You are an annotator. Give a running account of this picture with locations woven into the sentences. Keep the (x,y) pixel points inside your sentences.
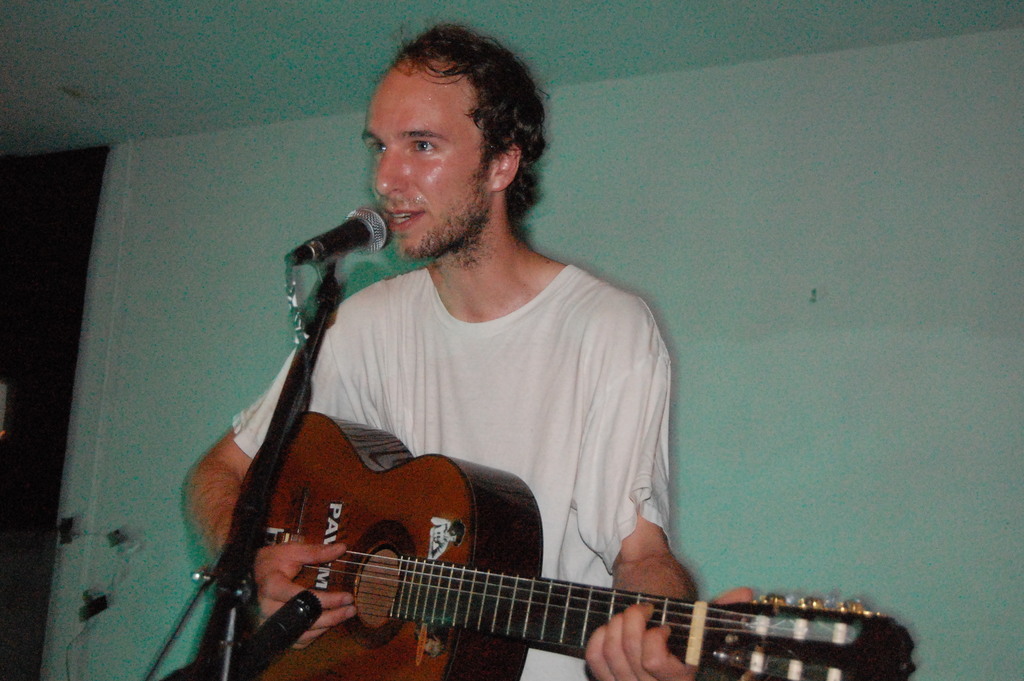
This picture shows a man (428,218) holding a guitar (388,560) in his hands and playing it. He is singing in front of a microphone (316,247) and a stand (319,330). In the background (728,266) there is a wall (206,263) here.
